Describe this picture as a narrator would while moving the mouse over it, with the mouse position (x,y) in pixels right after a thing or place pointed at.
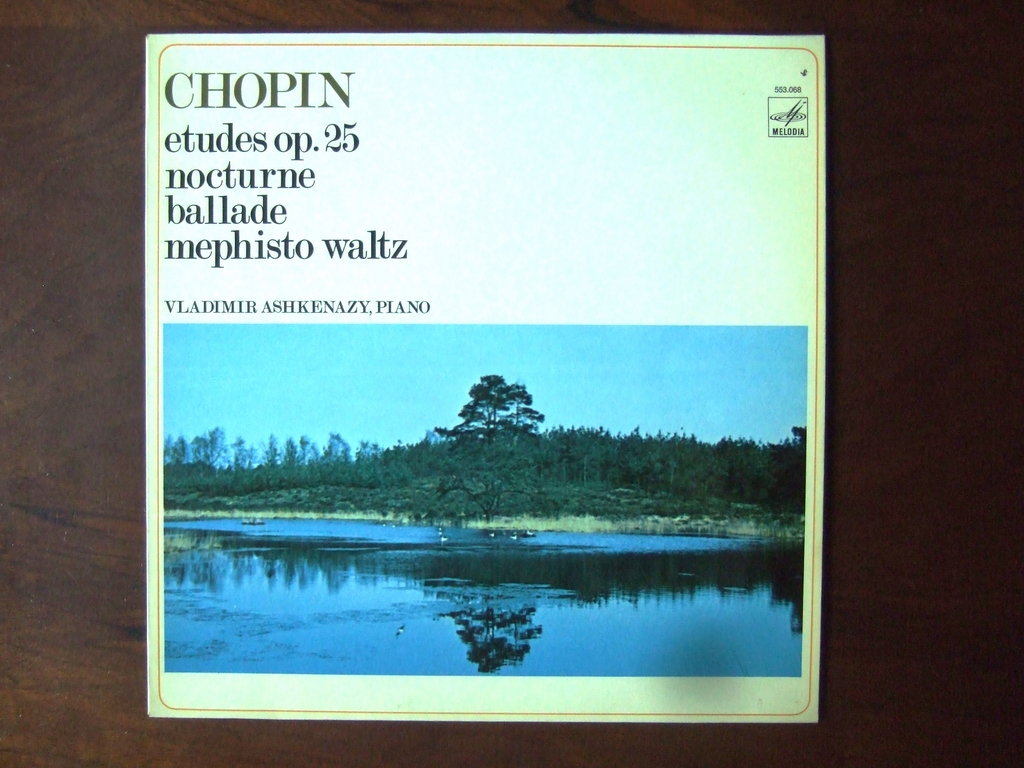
In this image I can see an album cover (388,437) on a table (41,508) in which I can see water (561,602), birds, trees (589,438) and the sky (756,375).
